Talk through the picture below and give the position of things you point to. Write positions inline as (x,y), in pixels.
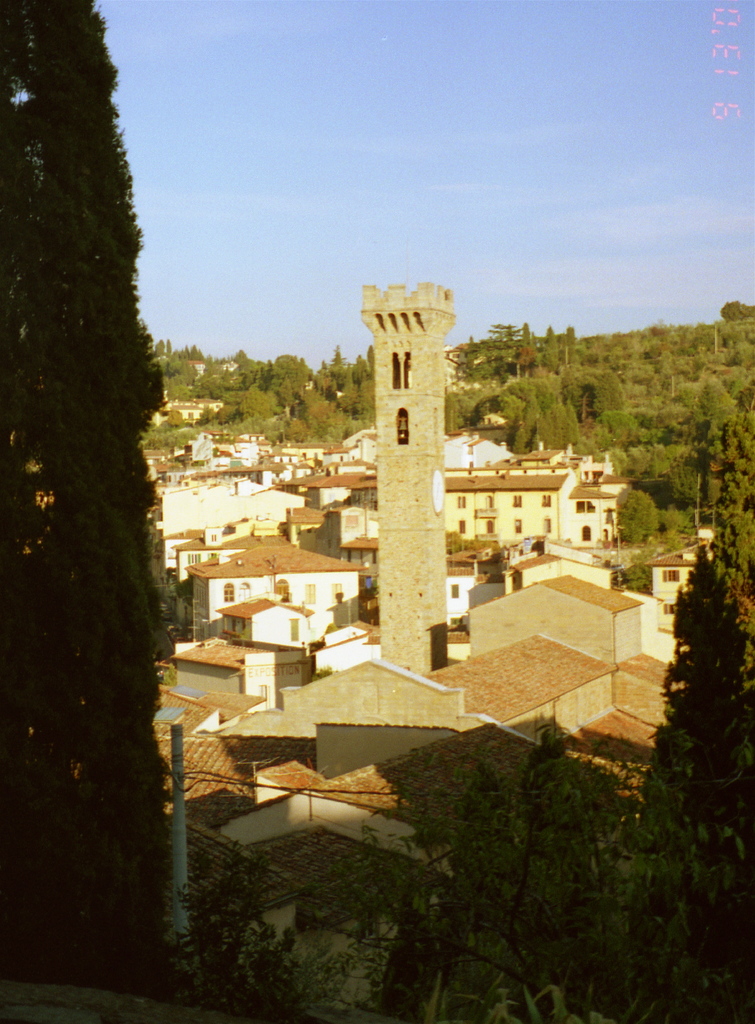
To the left corner of the image (107,627) there is a tree (69,9). To the bottom of the image (569,889) there are many trees (713,635). And in the middle of the image (319,504) there are many houses (483,635) with roofs (547,655), walls (326,682) and windows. There is a tower (397,479) with clock (438,485). And to the top of the image (355,176) there is a blue sky (639,112). To the top right corner of the image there is a time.
